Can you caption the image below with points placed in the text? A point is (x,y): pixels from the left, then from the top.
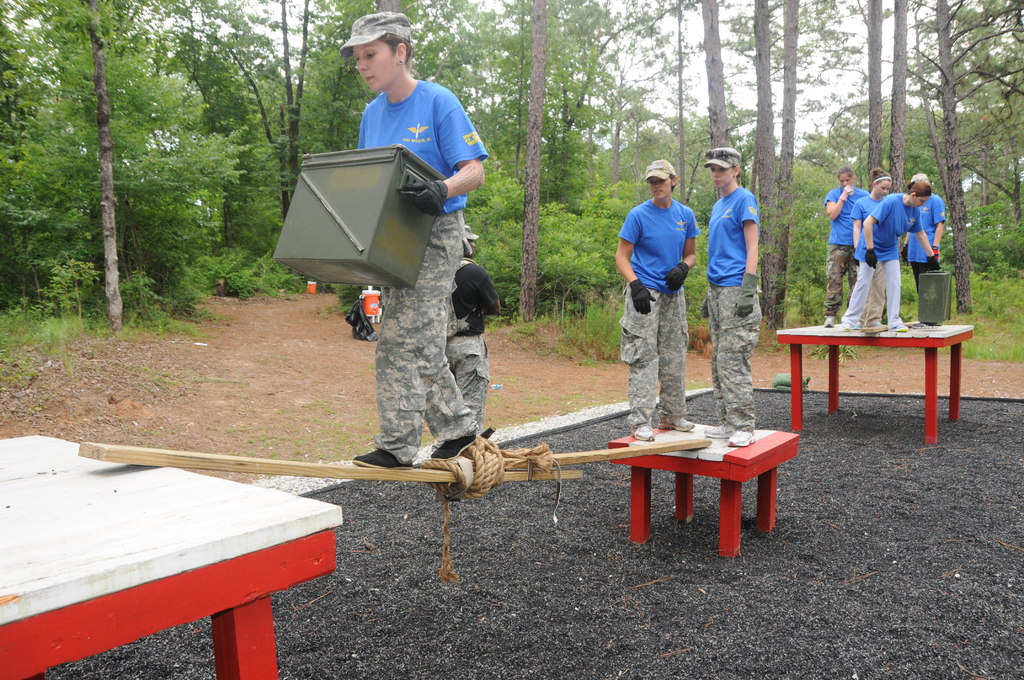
This picture shows a group of girls (729,442) standing on the tables (793,443) and moving on to other table (176,520) by means of the sticks (637,450) and we see trees (869,31) around.
